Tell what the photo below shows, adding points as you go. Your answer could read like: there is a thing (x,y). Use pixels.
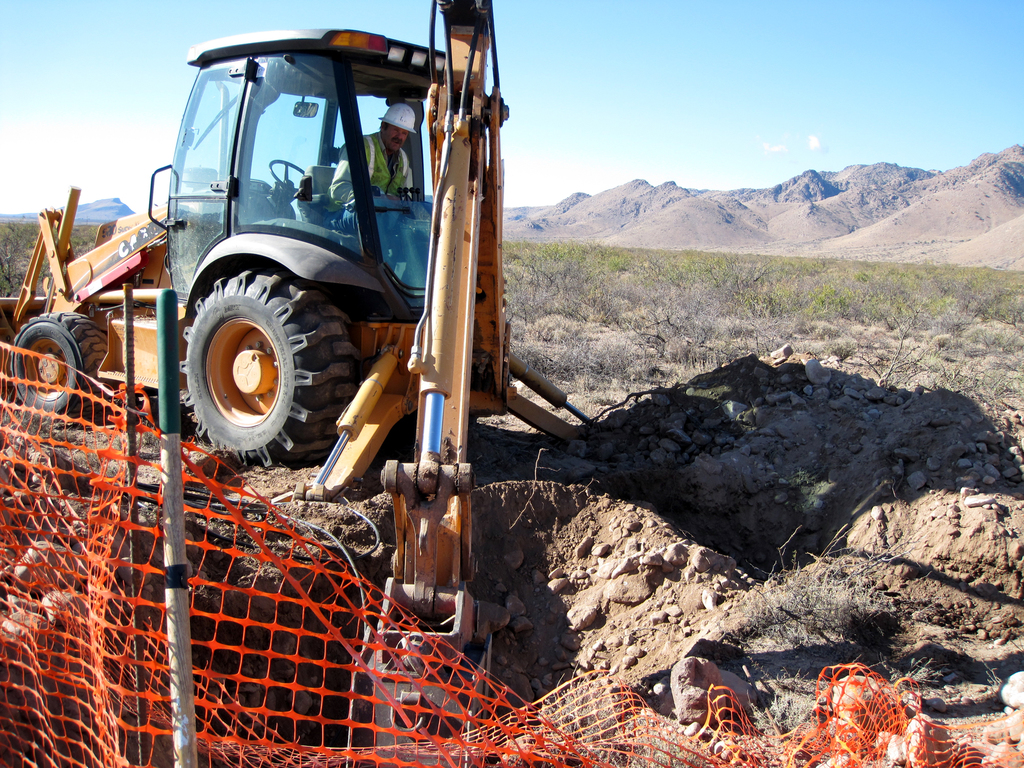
In the center of the image (443,315) we can see a person (348,166) in backhoe (319,283) excavating a land (515,605). On the left side of the image (302,718) we can see fencing (118,594) in the foreground (177,594). In the background (966,330) there are plants (705,260), trees (883,302), hills (781,213), sky (750,143) and clouds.
